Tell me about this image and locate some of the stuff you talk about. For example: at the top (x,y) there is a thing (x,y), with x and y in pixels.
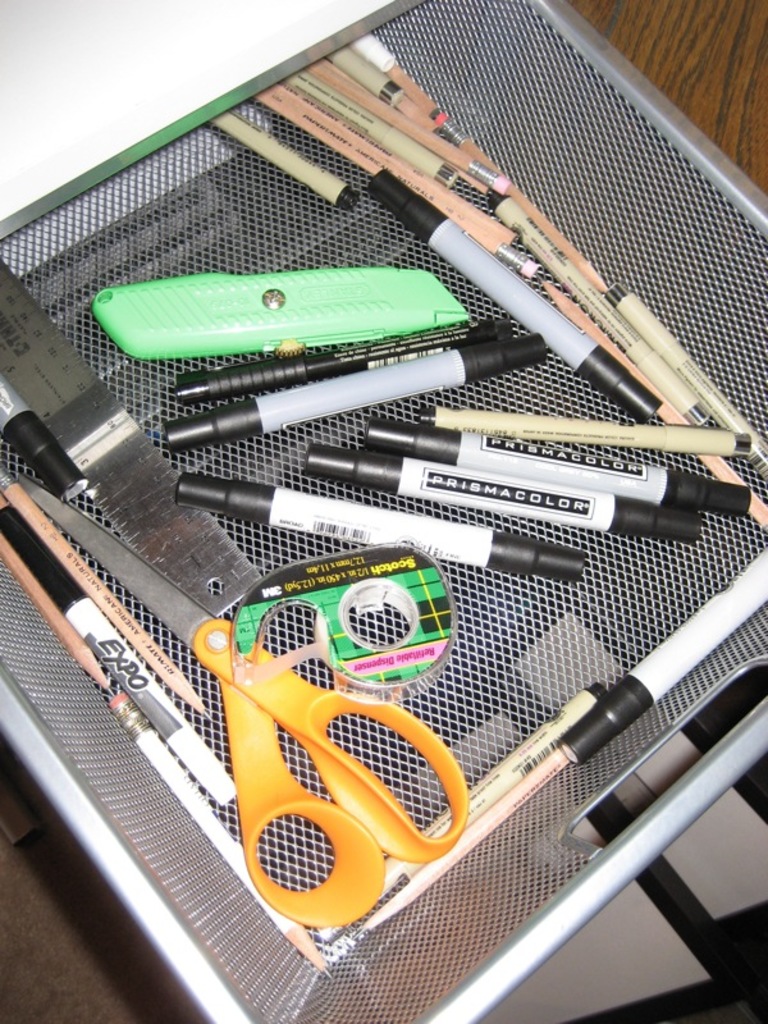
This image is taken indoors. In the background (752,8) there is a wooden surface (725,24). In the middle of the image (319,490) there is a basket (523,874) with a few pens (537,499), pencils (326,142), a scissor (408,721), a scale (106,410), a tape (304,577) and a pocket knife (162,345) in it.
